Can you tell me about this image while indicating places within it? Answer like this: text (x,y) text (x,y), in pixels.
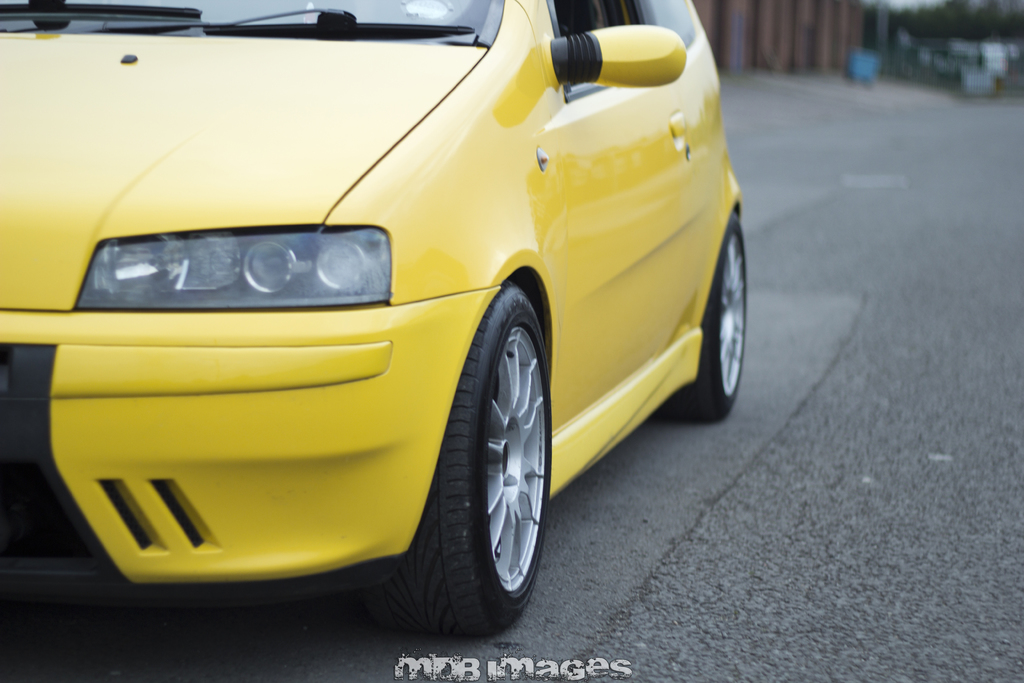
In this image we can see a yellow color car (467,242) on the road (775,501). At the bottom of the image (529,662) there is some text (458,661).
